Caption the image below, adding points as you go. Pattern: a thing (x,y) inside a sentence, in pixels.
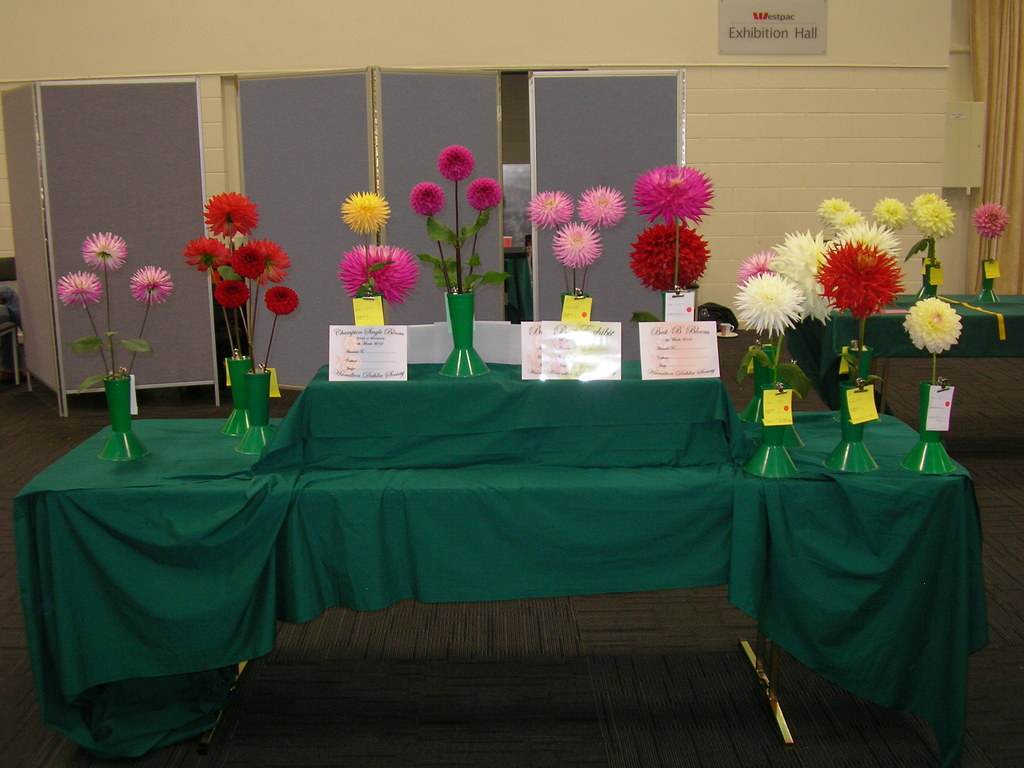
In this image I can see a table (281,564) and on it I can see green colour table cloth (465,518). I can also see number of flowers (750,309) in vases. I can also see few boards (353,370) and on these boards (534,354) I can see something is written. In the background (744,53) a board (744,46) on this wall (788,200) and on this board (764,36) I can see something is written.
